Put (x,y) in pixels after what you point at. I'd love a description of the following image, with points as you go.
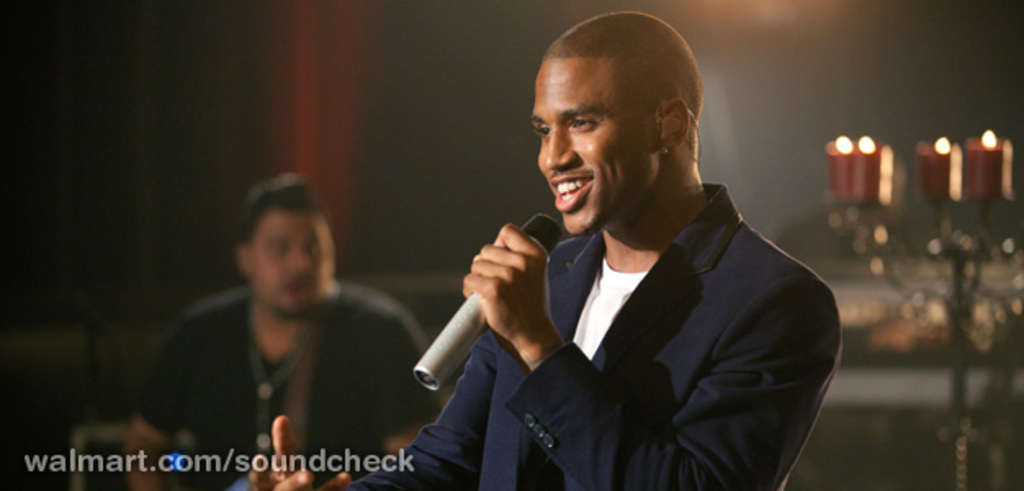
In the foreground (637,73) I can see a person (499,437) is holding a mike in hand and a text (344,465). In the background (328,428) I can see a person (343,362) is sitting and a lamp stand (901,275). On the top (328,87) I can see focus lights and curtains (295,60). This image is taken may be on the stage (831,262).
